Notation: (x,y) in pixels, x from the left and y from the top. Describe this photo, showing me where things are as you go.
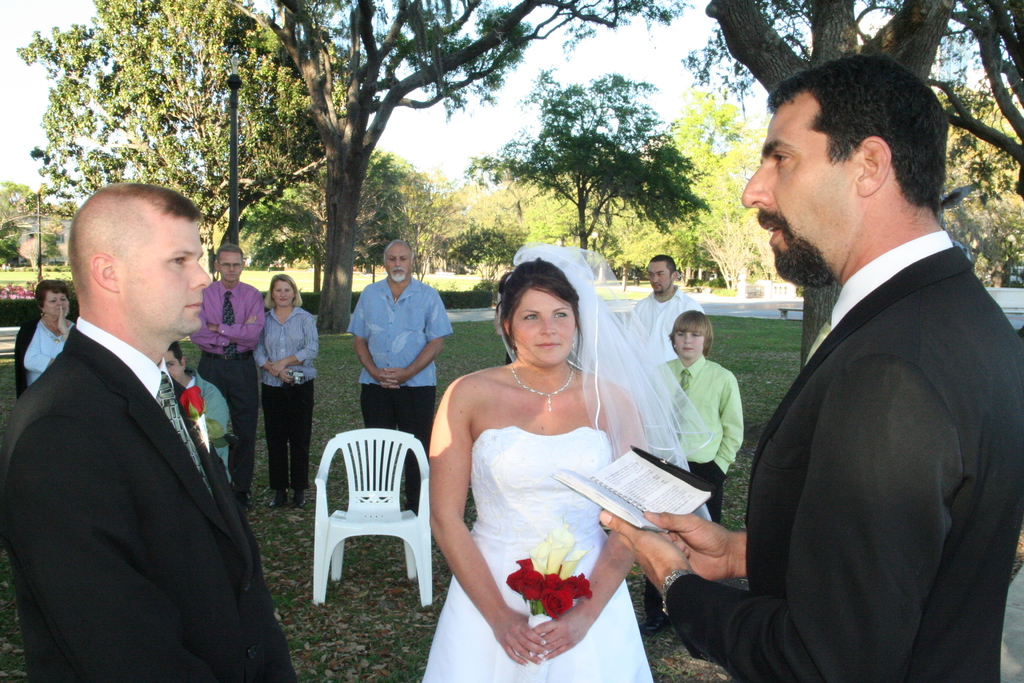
In this picture we can see man (855,214) holding book (630,498) in his hand (638,542) and here woman (495,457) holding flowers (555,547) in her hands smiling and beside the man (192,476) wore blazer (155,443) and standing and in background (242,245) we can see some people (246,303) are standing and watching them, trees (351,129), poles (235,180) and sky (476,123).
